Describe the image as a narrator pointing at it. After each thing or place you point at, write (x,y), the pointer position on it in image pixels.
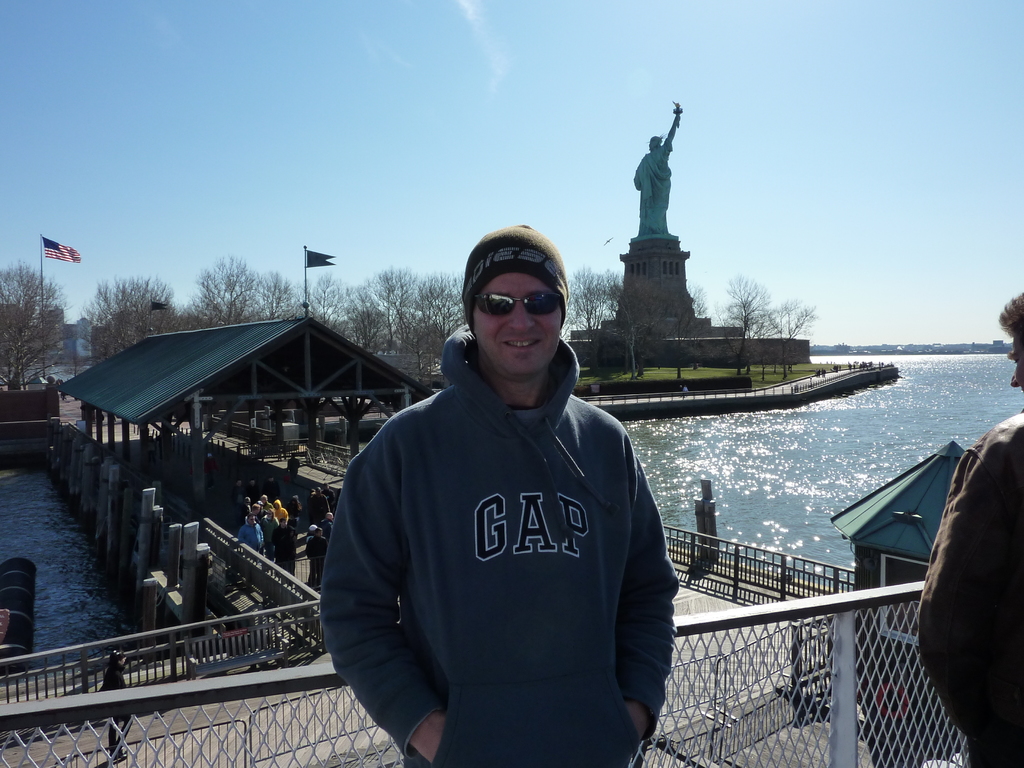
In the picture I can see a person (520,499) wearing goggles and there is another person (984,506) standing in the right corner (985,497) and there are few other persons (266,516), trees (295,306), water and a statue (651,161) in the background (665,167).
